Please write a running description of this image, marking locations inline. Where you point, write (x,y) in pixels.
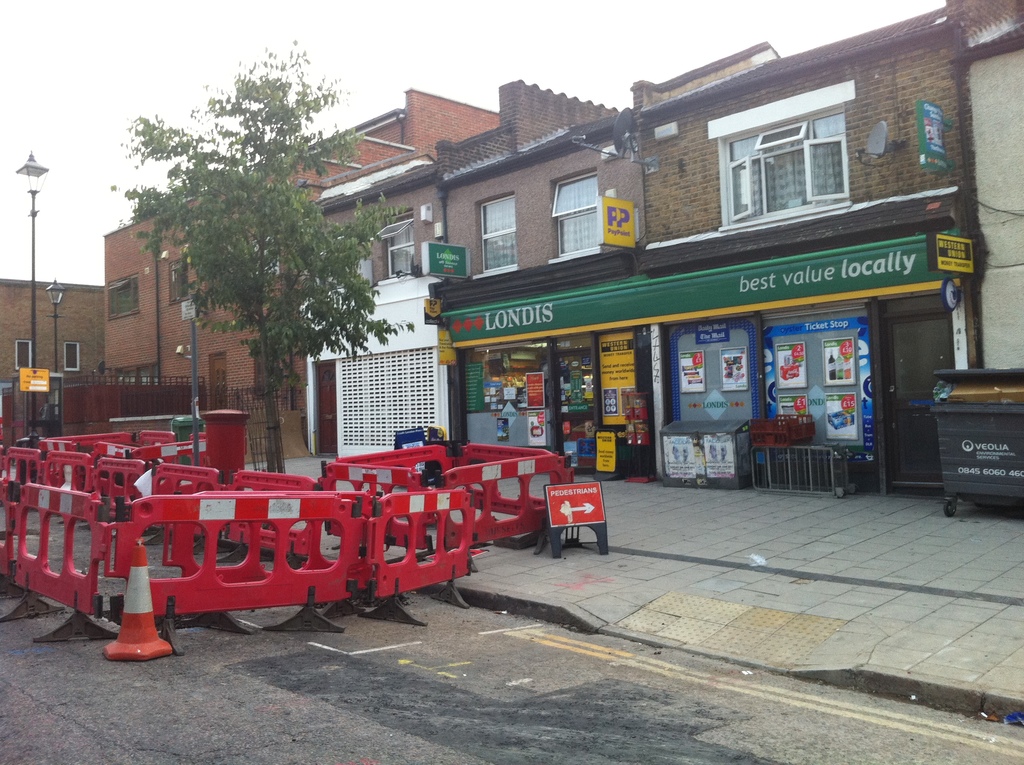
In this picture I can see there are few parking boards (231,508) and they are in red color and there is a plant (236,229), poles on the walk way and there are few buildings (632,263) and there is a store (535,397) here, there are many stickers (687,458) pasted on the wall (703,403) and door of the store (749,401). There is a road (544,709).
